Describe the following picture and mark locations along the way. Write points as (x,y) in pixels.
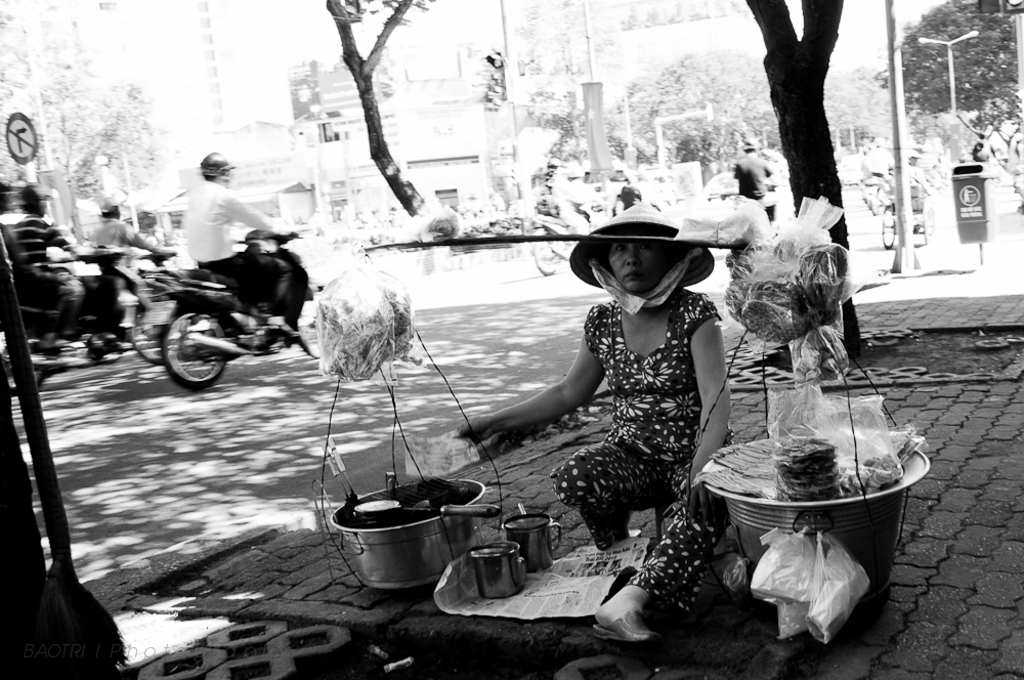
In this picture we can see woman (614,244) sitting on stool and in front of her we can see vessel (389,509), jars (492,562), newspapers (557,571), plastic covers (769,586) she is on foot path (886,312) and in the background (241,210) we can see man (124,225) riding bike (191,279), sign board (13,128), tree (65,135), house (428,125), banner (585,106), bin (965,203).
